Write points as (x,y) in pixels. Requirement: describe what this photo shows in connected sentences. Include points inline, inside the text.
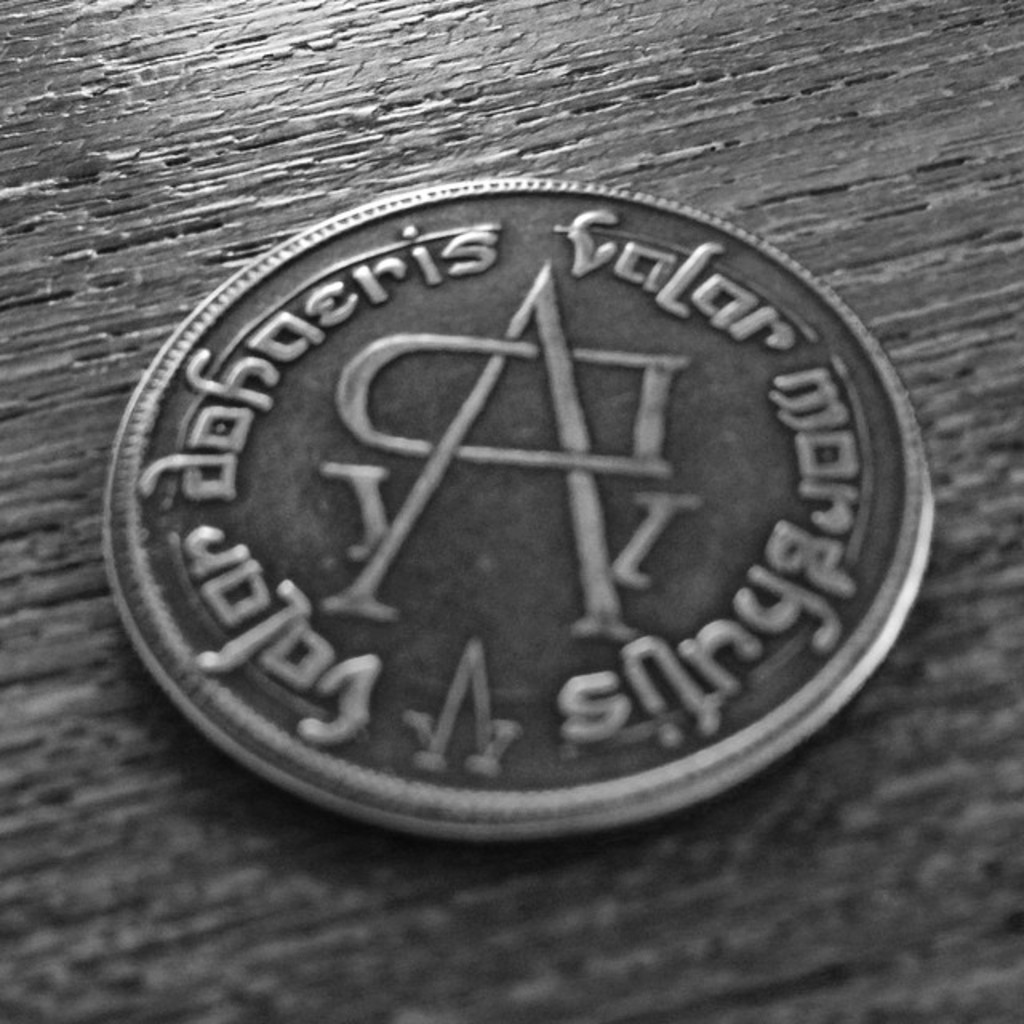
In the middle of this image (533,652), there is a coin (426,698) having texts (619,468) on it. This coin (509,396) is placed on a surface (255,794). And the background (190,122) is gray in color.
